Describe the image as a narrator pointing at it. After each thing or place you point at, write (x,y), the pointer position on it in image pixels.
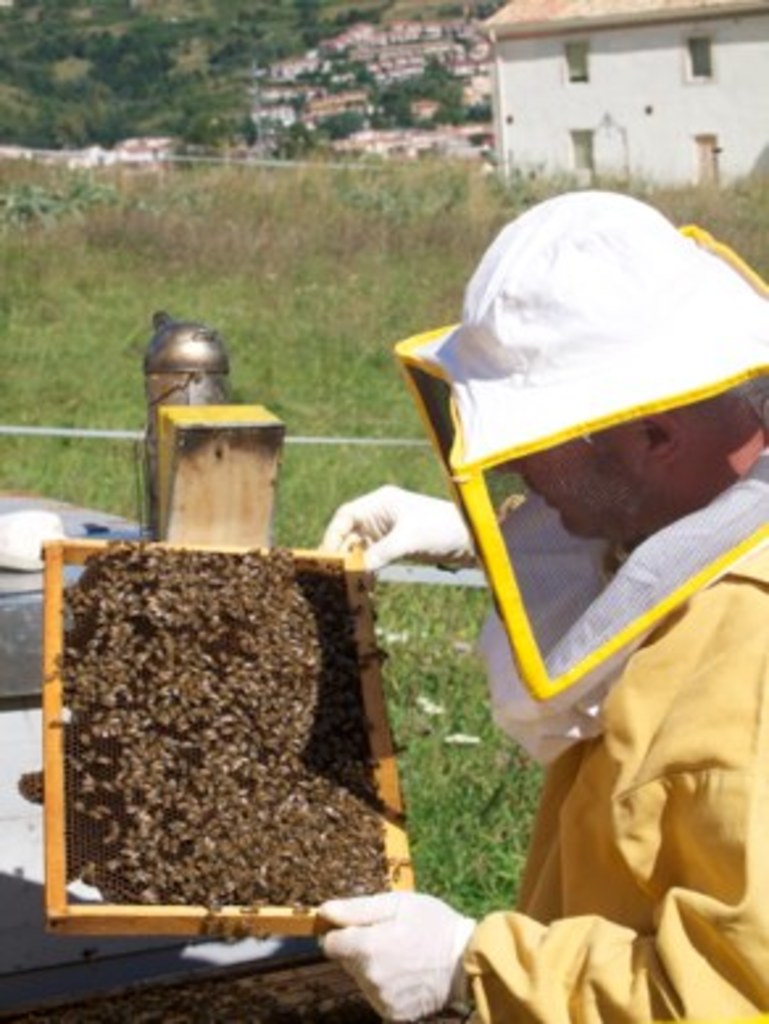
In the picture we can see a person (590,823) wearing yellow color jacket (548,808), white color gloves (370,898), covered his face (531,458) with some mask (500,558) and holding some tray (191,782) in his hands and in the background of the picture (214,53) there are some trees (252,80), houses (635,105).
